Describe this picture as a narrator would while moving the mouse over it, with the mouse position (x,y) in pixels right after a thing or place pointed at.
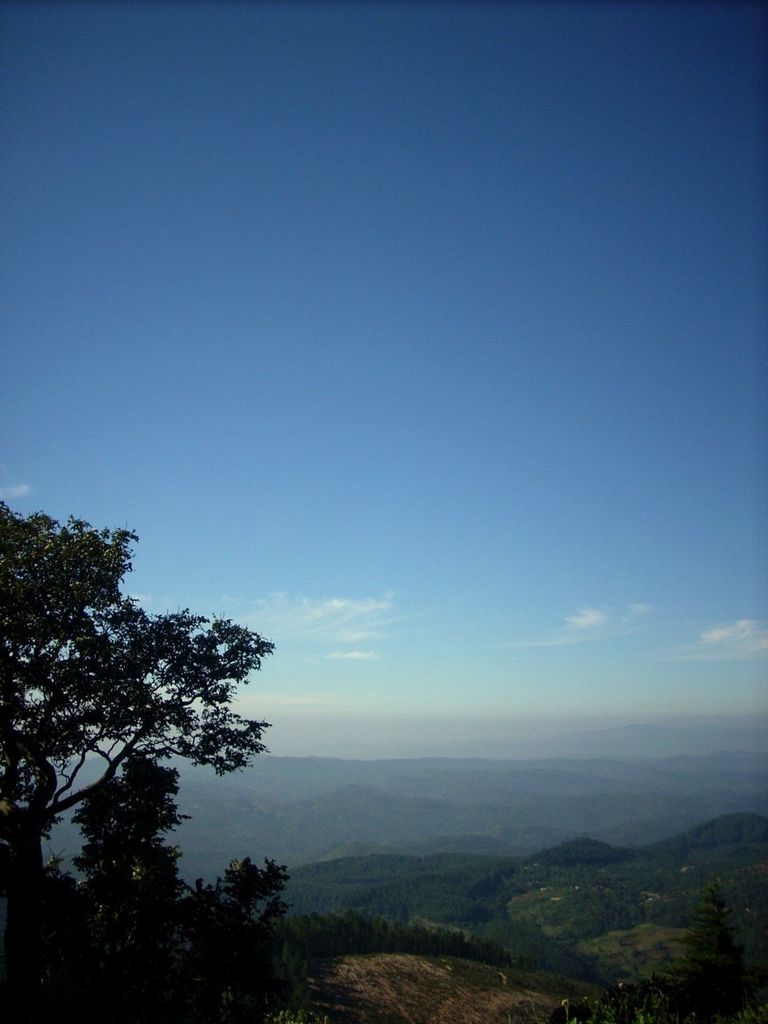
In this image we can see mountains (452,862) full of grass (527,937). Left bottom of the image (108,860) one tree (114,954) is present. The sky (294,342) is in blue color.
